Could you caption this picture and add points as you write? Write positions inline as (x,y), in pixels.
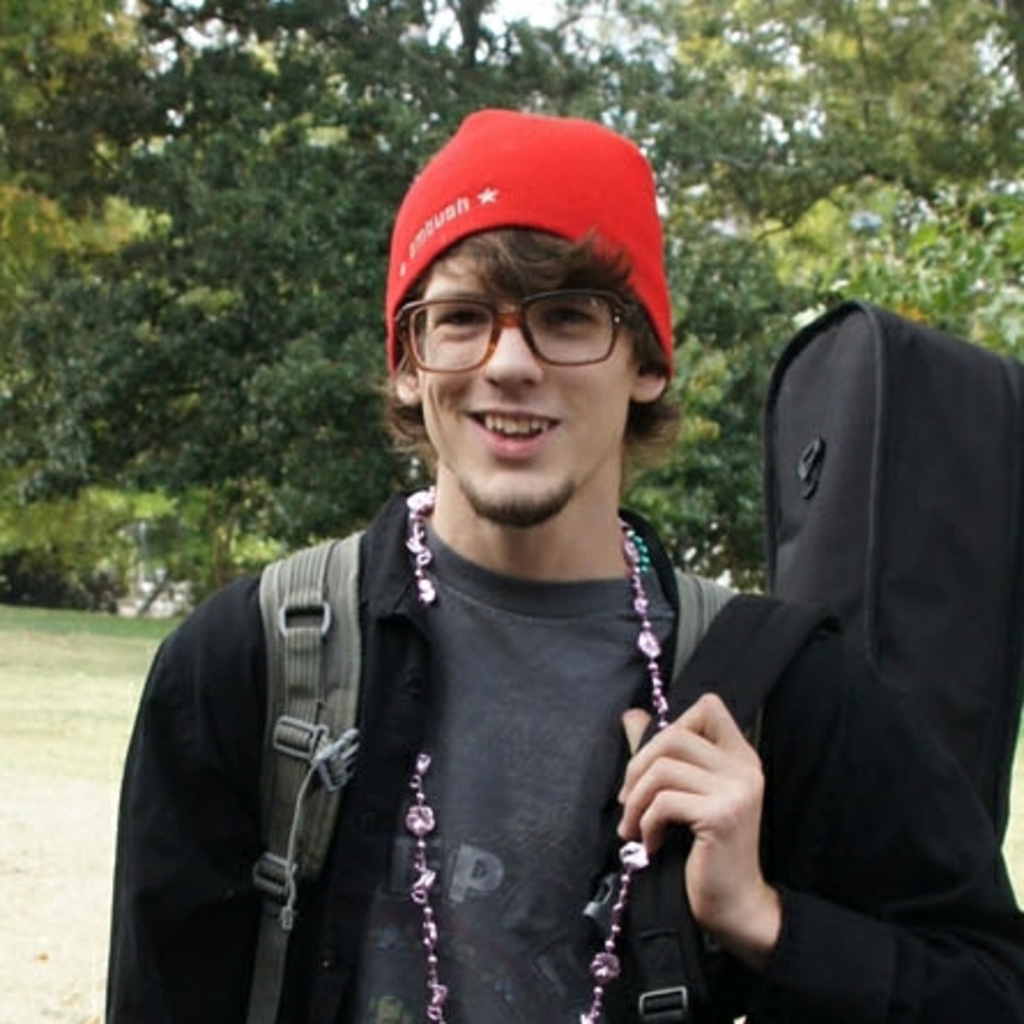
In the picture we can see a man (446,784) standing and holding some bag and wearing some back bag (311,711) and with a red cap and he is smiling and in the background (79,413) we can see a grass surface (99,775) and trees (217,302).
